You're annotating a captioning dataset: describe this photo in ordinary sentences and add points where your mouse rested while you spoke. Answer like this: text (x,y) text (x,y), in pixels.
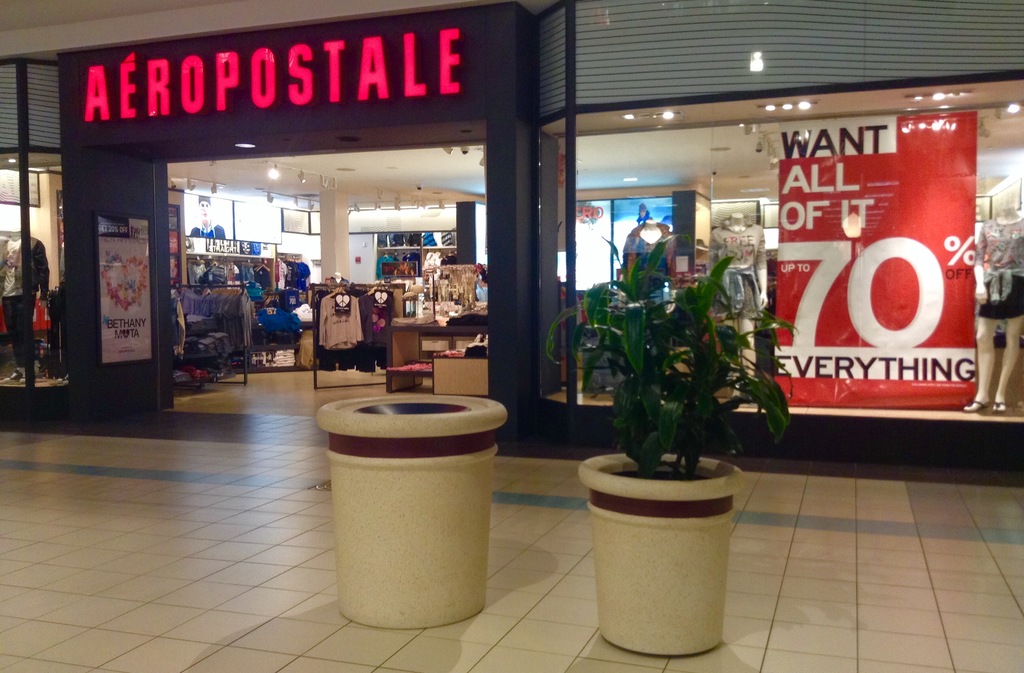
In this image there are two pots (443,613) on the floor (233,664). Right side (684,483) there is a pot (639,481) having a plant (677,438). Background (1001,416) there is a shop (143,211). Few clothes (328,311) are hanged to the metal rods (315,347). Right side (813,191) a banner (804,209) is attached to the glass wall (1000,335). Behind the glass wall (858,334) there are few mannequins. Few lights (801,104) are attached to the roof (724,123). There is some text (152,98) on the wall (505,12). Left side (130,324) there is a board (106,343) attached to the wall (85,399). There is a table (434,342) on the floor (420,391). Few objects (437,312) are on the table (426,330). Few clothes (420,364) are on the shelves (400,245). Few posters (202,227) are attached to the wall (357,240).
